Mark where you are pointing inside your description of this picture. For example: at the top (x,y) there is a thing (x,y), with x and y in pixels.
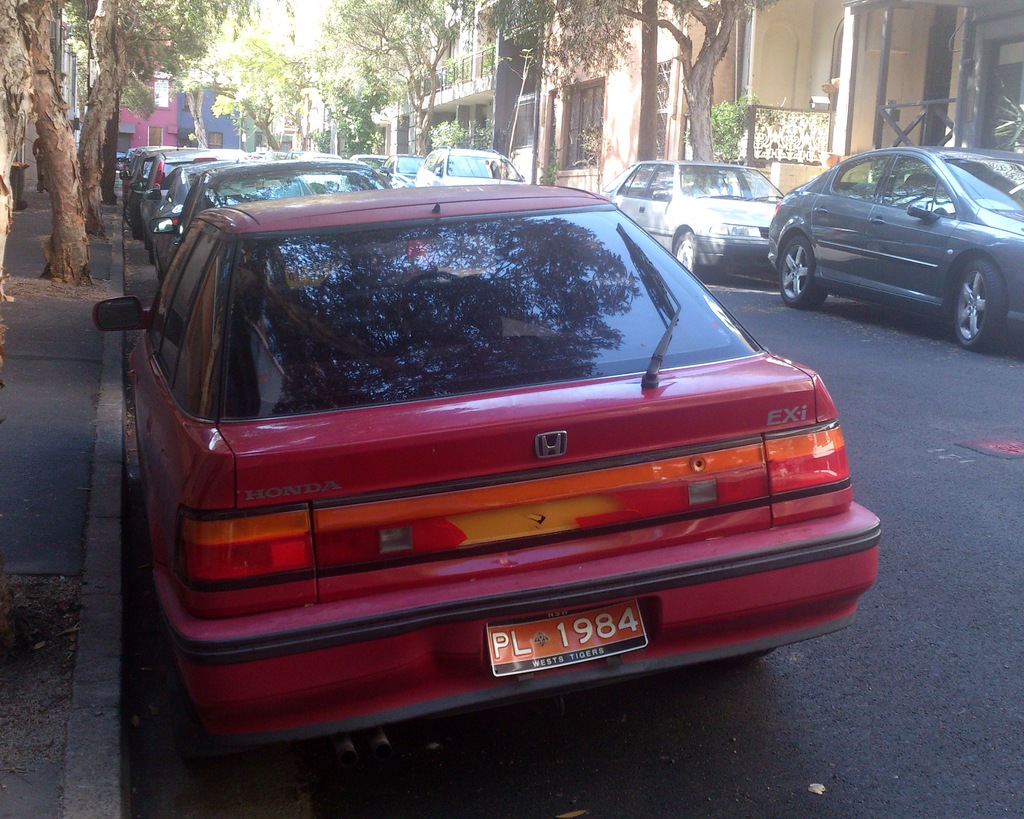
In the center of the image (655,383) there are cars (583,339) on the road (894,574). There are trees (518,109). In the background of the image (214,116) there are buildings (168,114).
